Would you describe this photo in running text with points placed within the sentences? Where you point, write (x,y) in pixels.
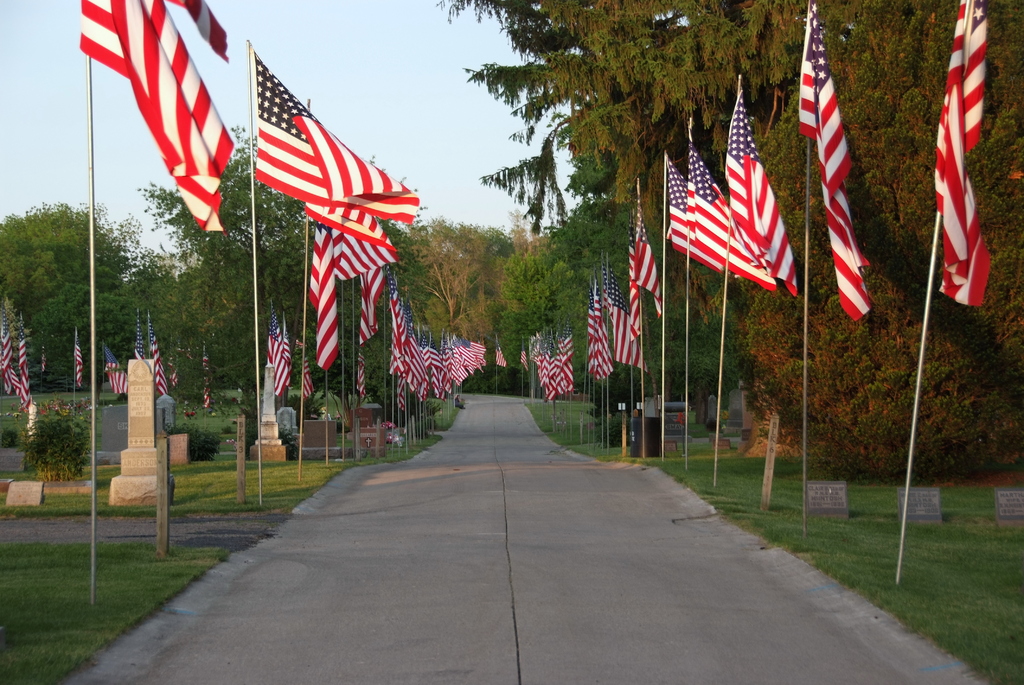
In this image in the middle (470,425) there is a path (472,419). On the both sides there are many flags (952,230). Here there are pillars (144,428). In the background (249,289) there are trees (656,176).
